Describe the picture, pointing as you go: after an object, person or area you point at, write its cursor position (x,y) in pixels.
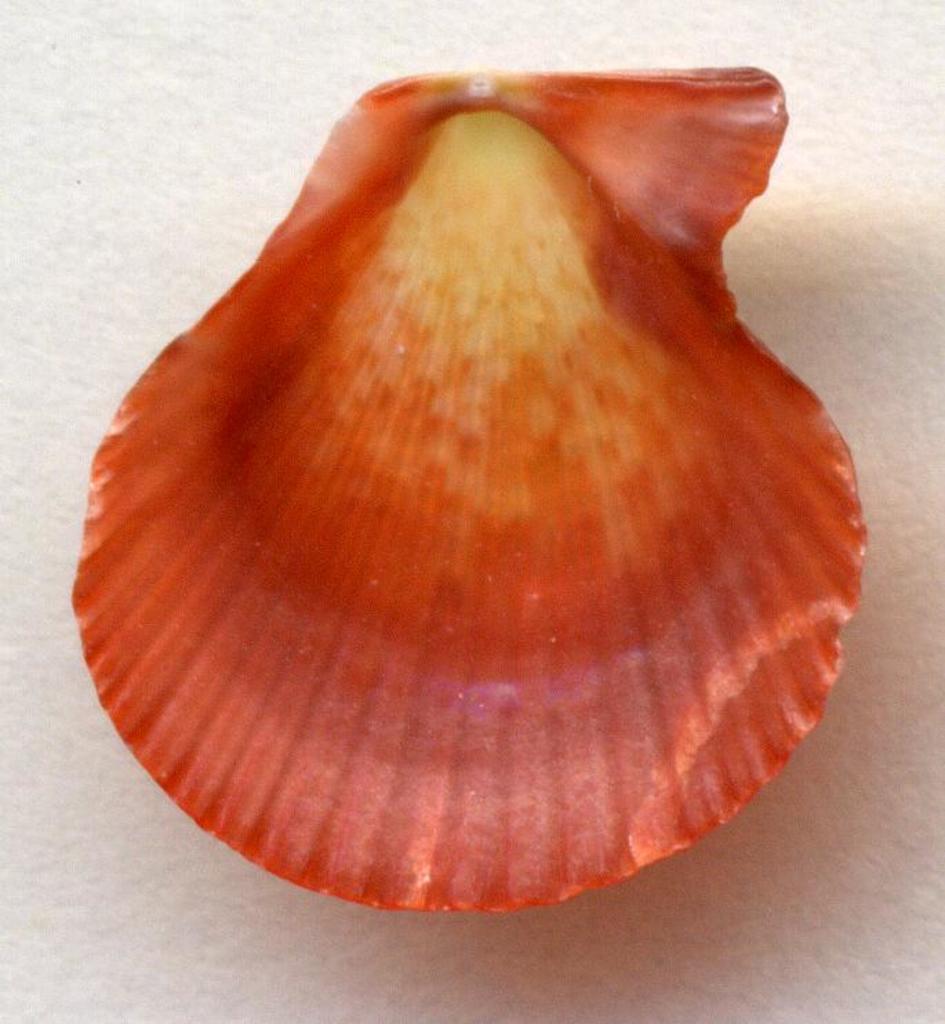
In this image we can see a red color shell (416,669) on the white color surface (256,924).
